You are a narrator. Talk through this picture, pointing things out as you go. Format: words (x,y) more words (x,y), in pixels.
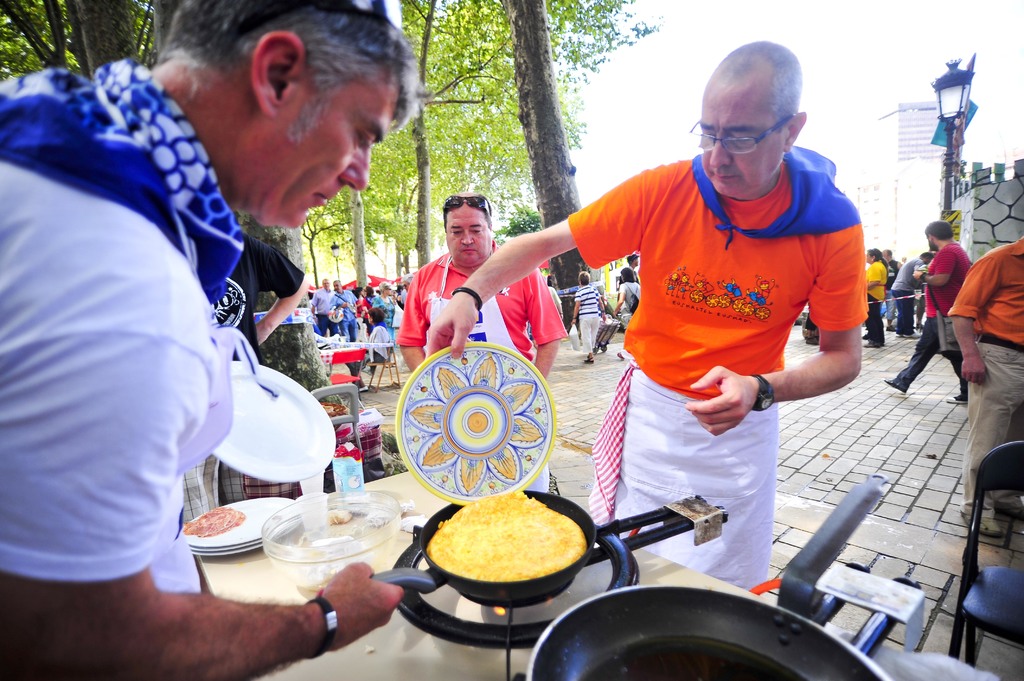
In this image I can see a person (113,418) standing beside the table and cooking food (535,534) on the stove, beside him there are so many people (401,292) standing also there are few trees (129,53).
